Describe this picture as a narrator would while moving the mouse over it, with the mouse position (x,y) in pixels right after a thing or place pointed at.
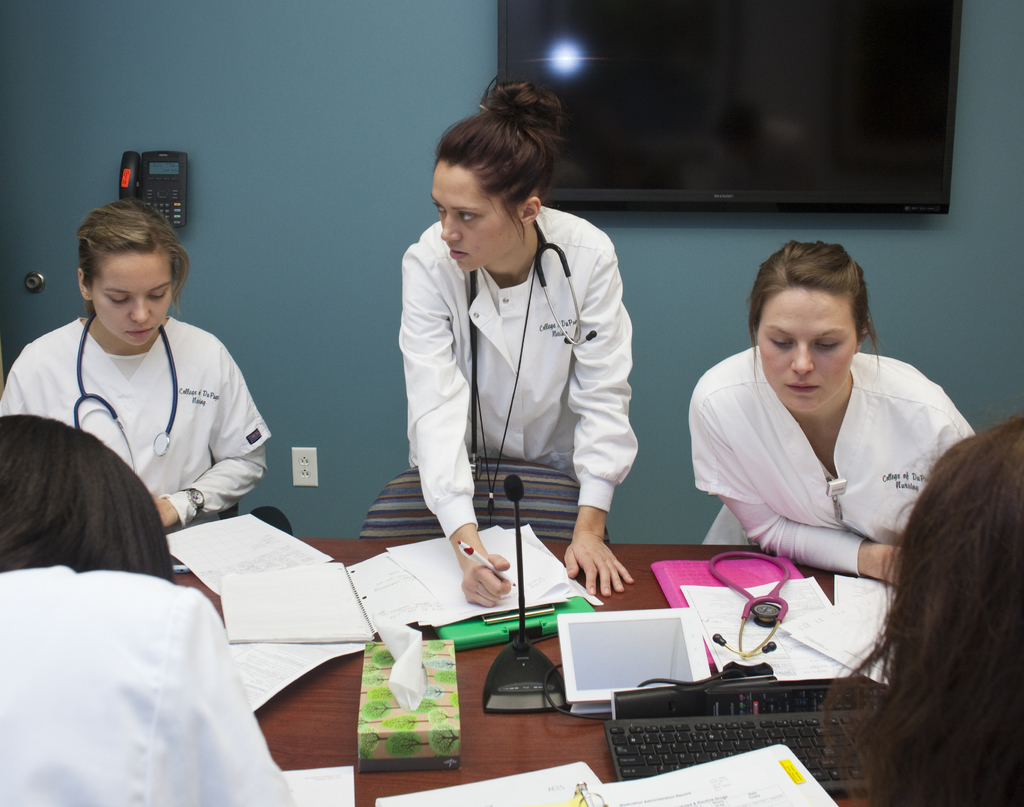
In this image I can see group of people (910,571) wearing white color dress (899,468), in front the person (605,463) is holding a pen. I can also see few papers (388,586), books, a keyboard (611,734), a microphone (506,707) on the table (496,748) and the table (513,725) is in brown color. Background (805,184) I can see a television (645,103), a telephone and the wall (290,173) is in blue color.
